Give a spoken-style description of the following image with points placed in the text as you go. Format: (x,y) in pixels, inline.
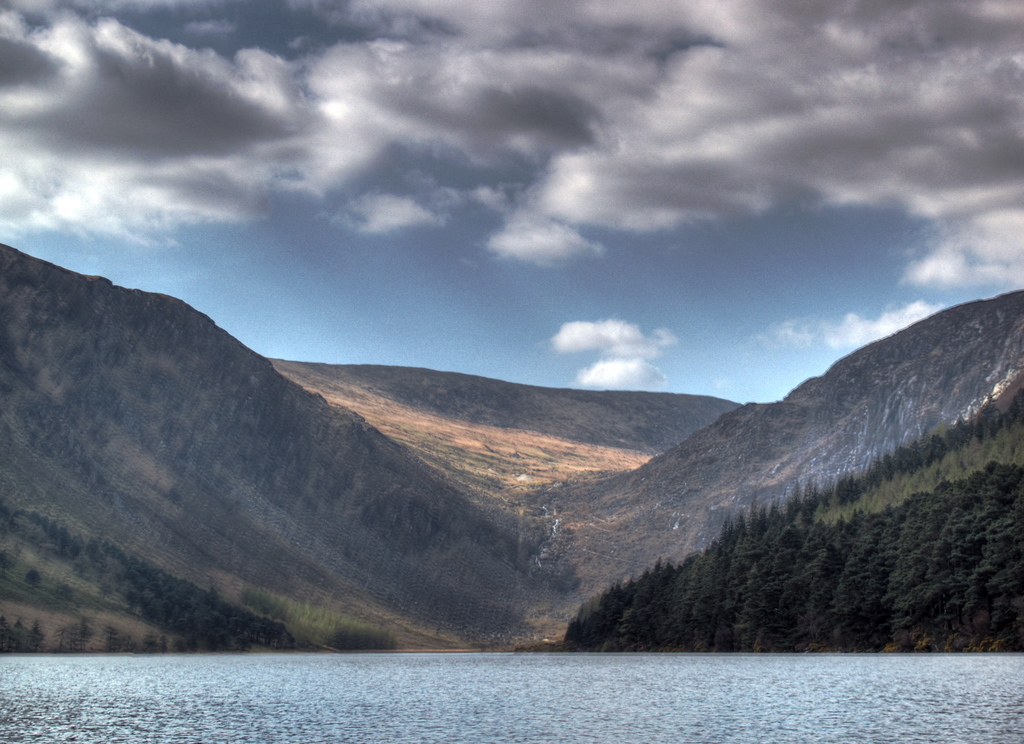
In the background (769,237) we can see the clouds (777,110) in the sky (775,173), hills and the thicket (792,578). At the bottom portion of the picture (478,681) we can see the water (365,687).
